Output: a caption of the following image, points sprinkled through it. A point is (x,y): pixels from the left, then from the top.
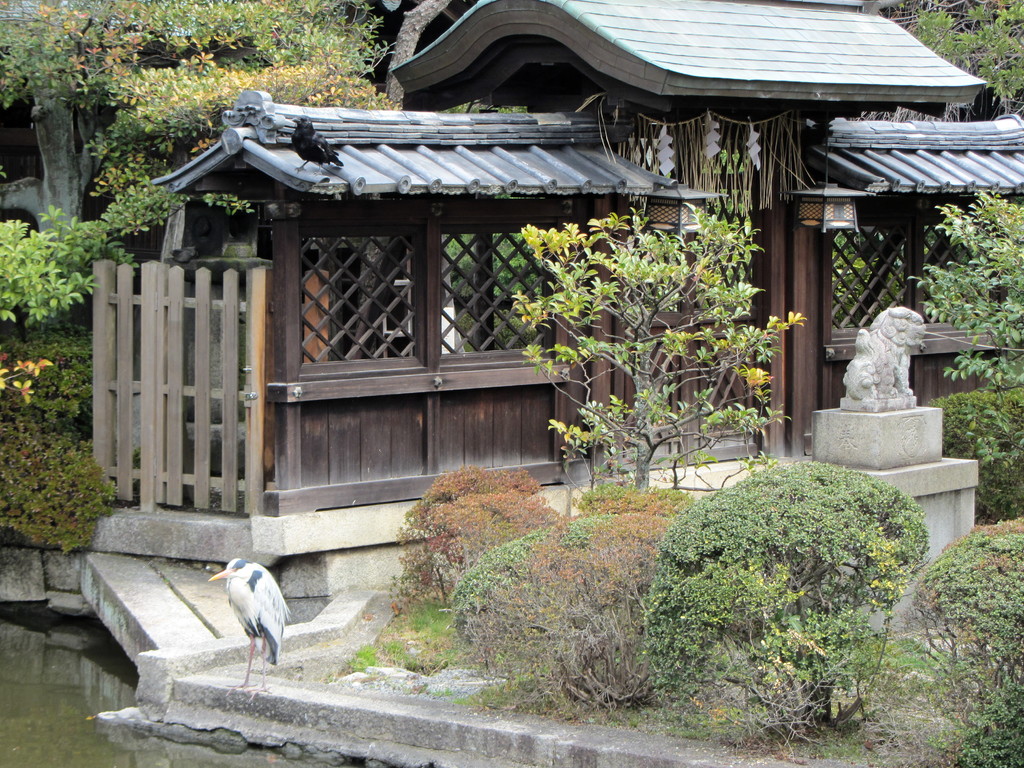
In the center of the image (556,488) there is a wooden house (925,355). There are birds (220,578). There are trees (124,225). There are plants (650,544). At the bottom of the image (88,666) there is water (46,692).
